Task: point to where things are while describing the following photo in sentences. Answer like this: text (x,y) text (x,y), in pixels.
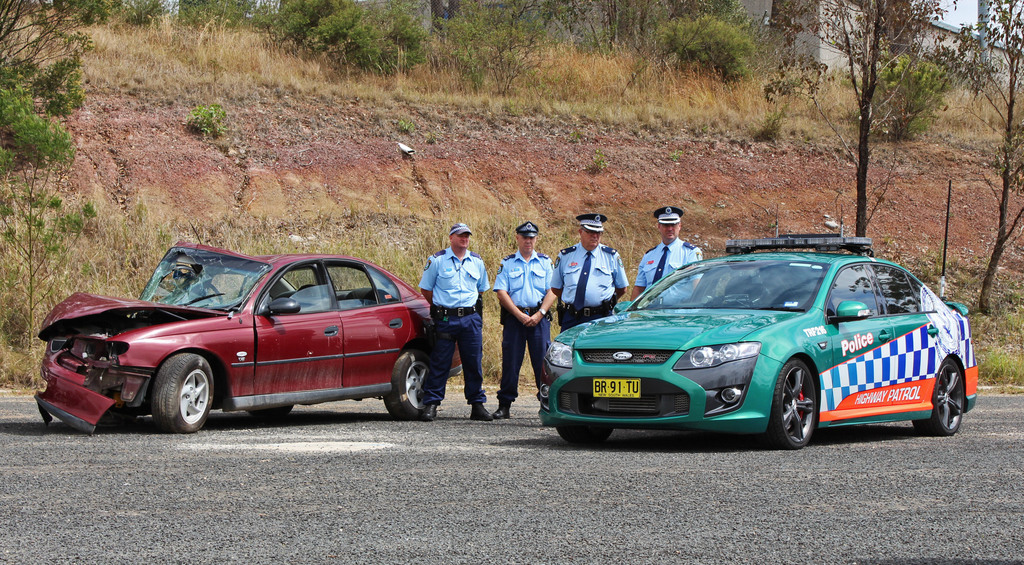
In this image there are four police men (682,260) and a police car (948,420), to the left corner (193,423) there is a car (193,423) which has been met with an accident behind them there are trees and bushes (773,114).
